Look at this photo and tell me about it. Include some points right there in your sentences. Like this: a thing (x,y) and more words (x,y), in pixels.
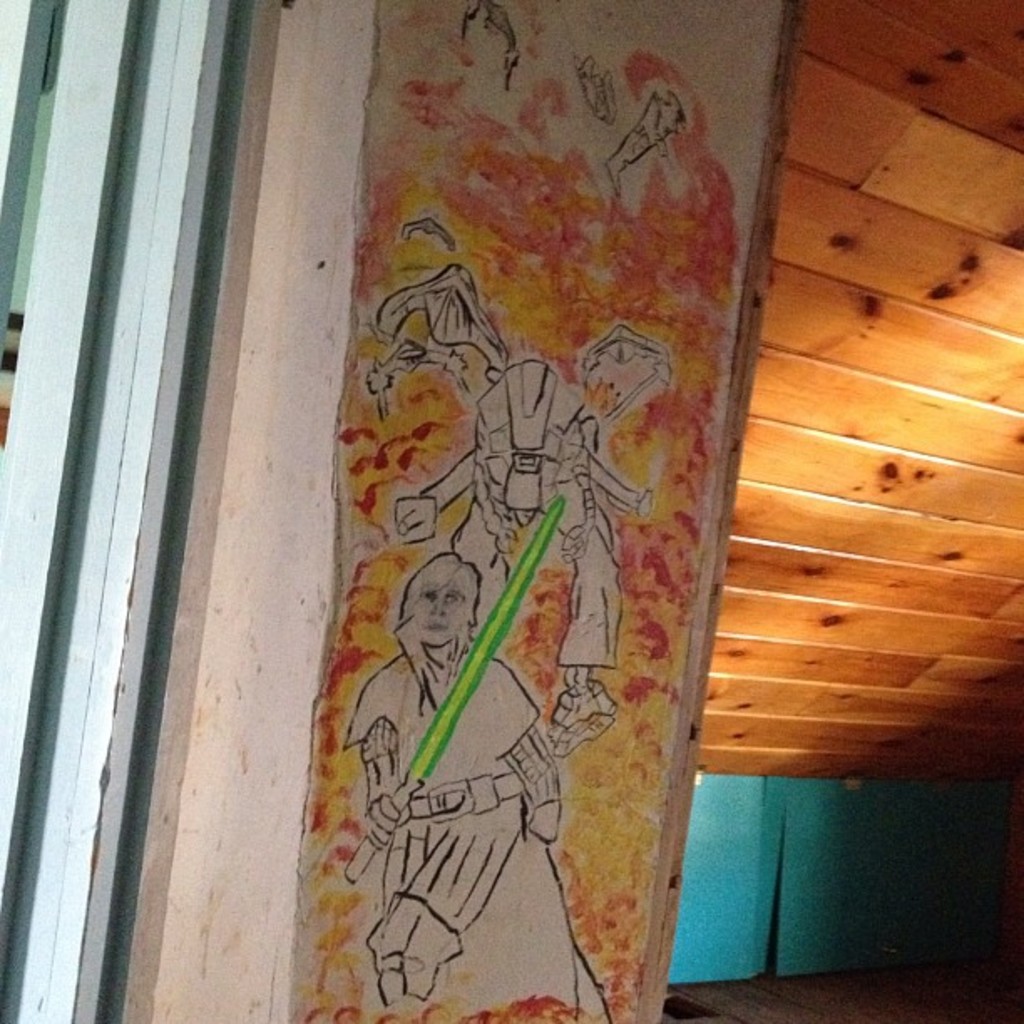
This image consists of a wall (380,451) on which there is a painting (418,699). On the right (929,435), we can see a roof (915,163) made up of wood (926,244) and a wall (851,917) in green color.
